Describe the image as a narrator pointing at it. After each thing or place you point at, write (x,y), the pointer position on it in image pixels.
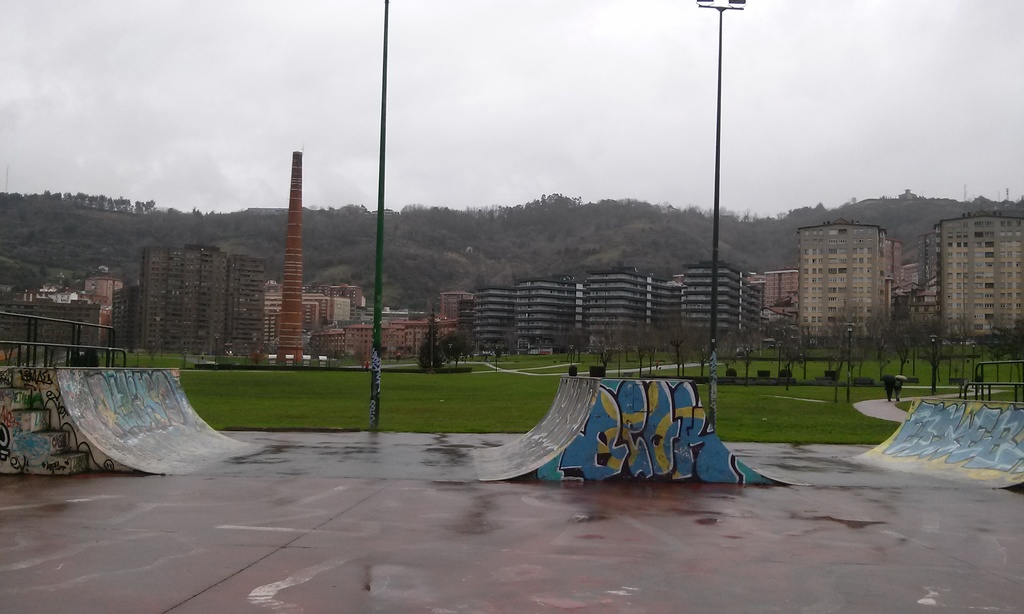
In this picture we can see some building (253,262), trees (639,368), grassland (581,366), painted boards (65,422).
